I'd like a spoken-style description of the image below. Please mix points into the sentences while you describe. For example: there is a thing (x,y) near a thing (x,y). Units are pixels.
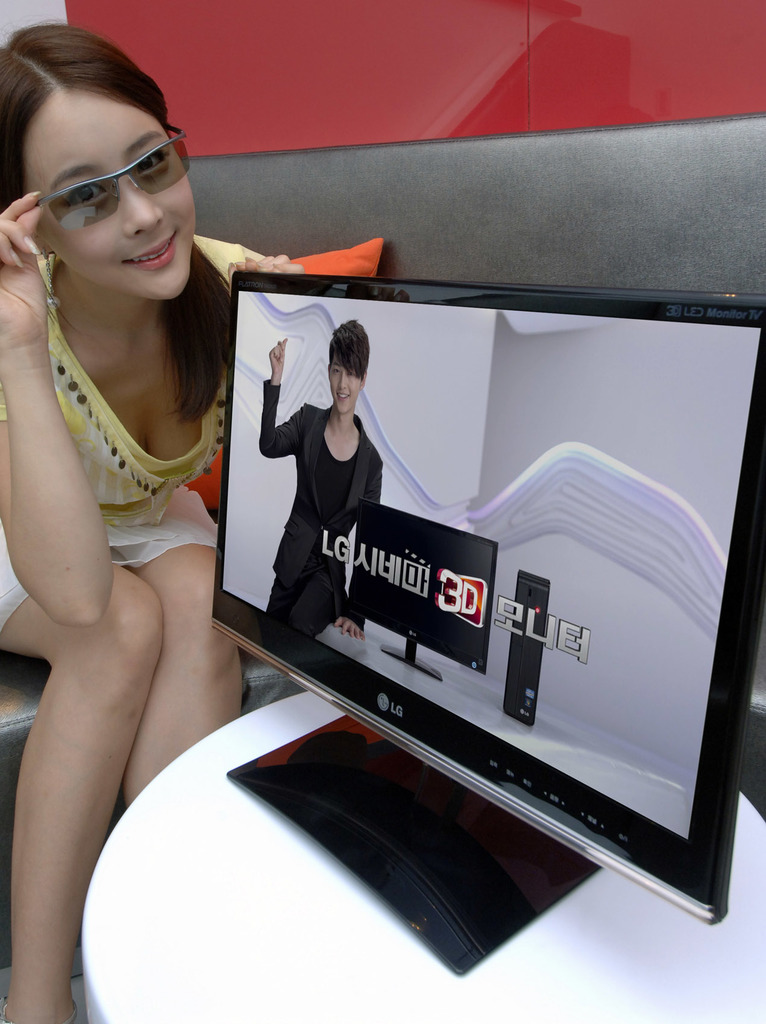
This woman (63,646) is sitting and wore goggles (108,187). On this table (505,955) there is a television (276,509). On this television screen (413,592) we can see a person (309,464), monitor (407,624) and CPU (518,662). Something written on this screen (474,595). Background (444,23) there is a red wall (400,76).
